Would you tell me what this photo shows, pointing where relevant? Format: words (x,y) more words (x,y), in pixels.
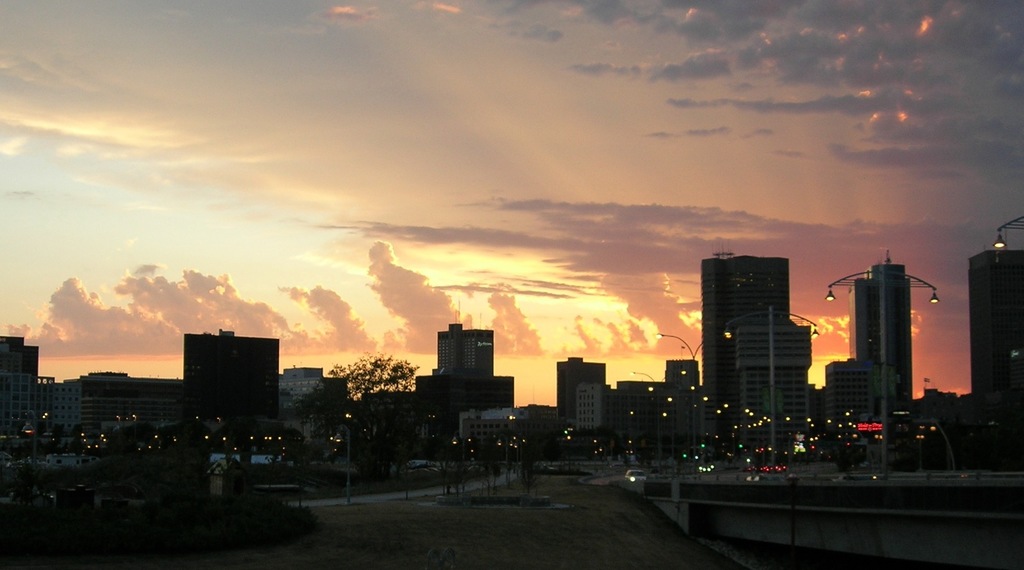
In this image we can see many buildings (145,391), there are trees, there are lights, there is sky (466,202) at the top (555,79).
